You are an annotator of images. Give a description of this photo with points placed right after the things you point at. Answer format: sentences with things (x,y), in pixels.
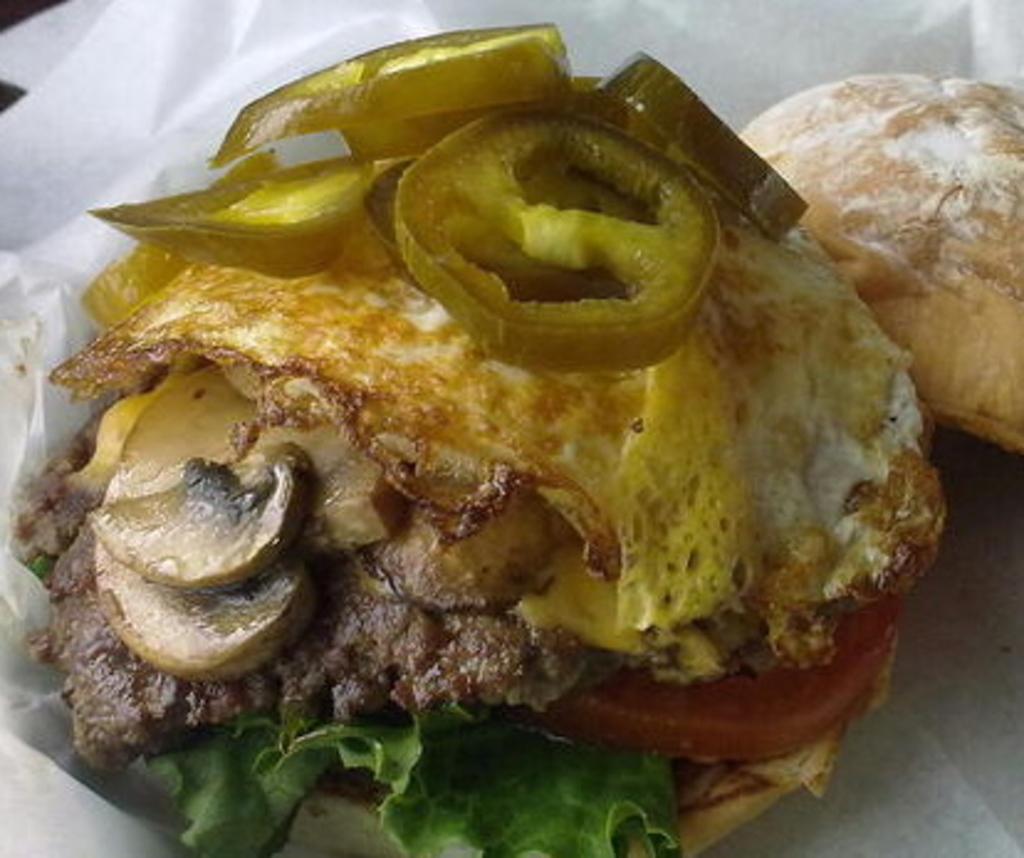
In this image there is an fried egg (412,394), jalapenos (554,226), slice of bread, green salad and a meat patty (385,684) and chopped mushrooms (348,470).
